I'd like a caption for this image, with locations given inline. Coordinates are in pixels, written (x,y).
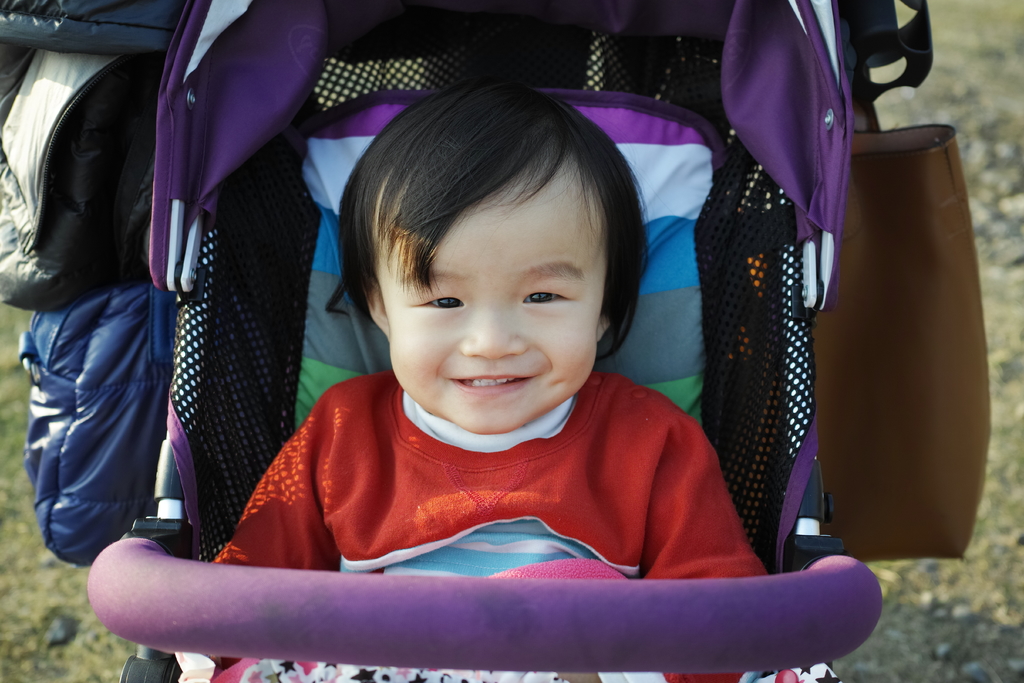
In this picture I can see a boy (577,236) in a stroller (706,93), there is a bag (898,227), and there is blur background (990,87).
